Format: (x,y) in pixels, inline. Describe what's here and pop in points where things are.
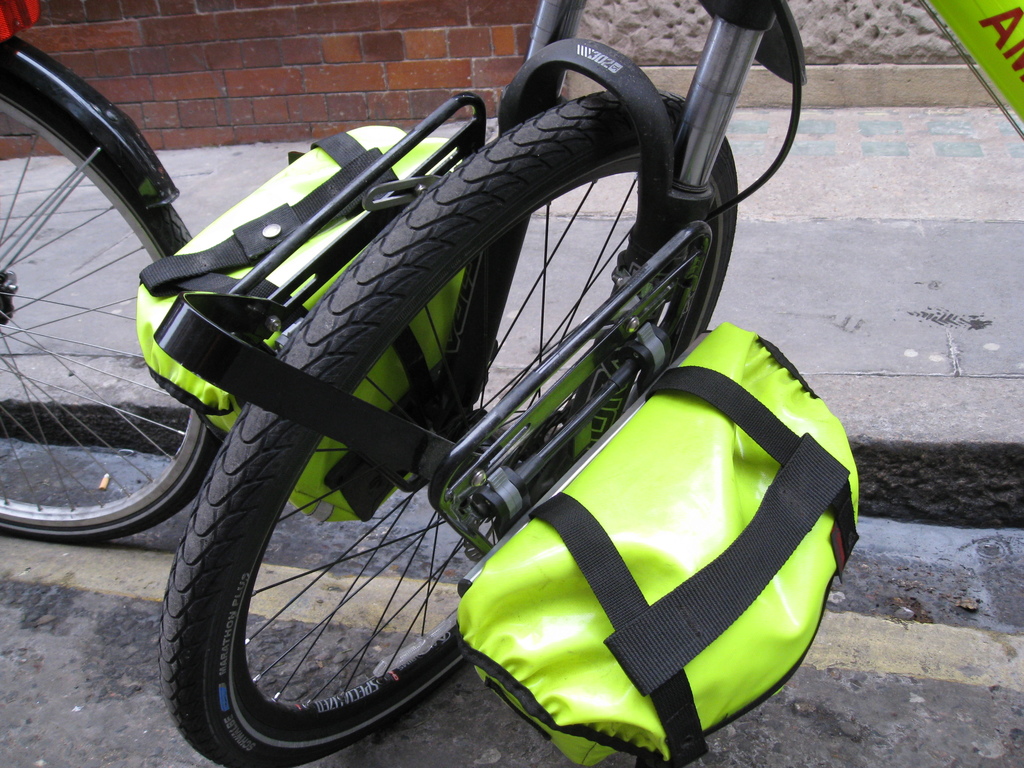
Here I can see two bicycles (169,490) on the road (857,671). There are two green color bags (688,624) are attached to a wheel (411,277). Beside the road (959,582) I can see the footpath (880,208). On the top of the image (275,58) there is a wall (210,100).
